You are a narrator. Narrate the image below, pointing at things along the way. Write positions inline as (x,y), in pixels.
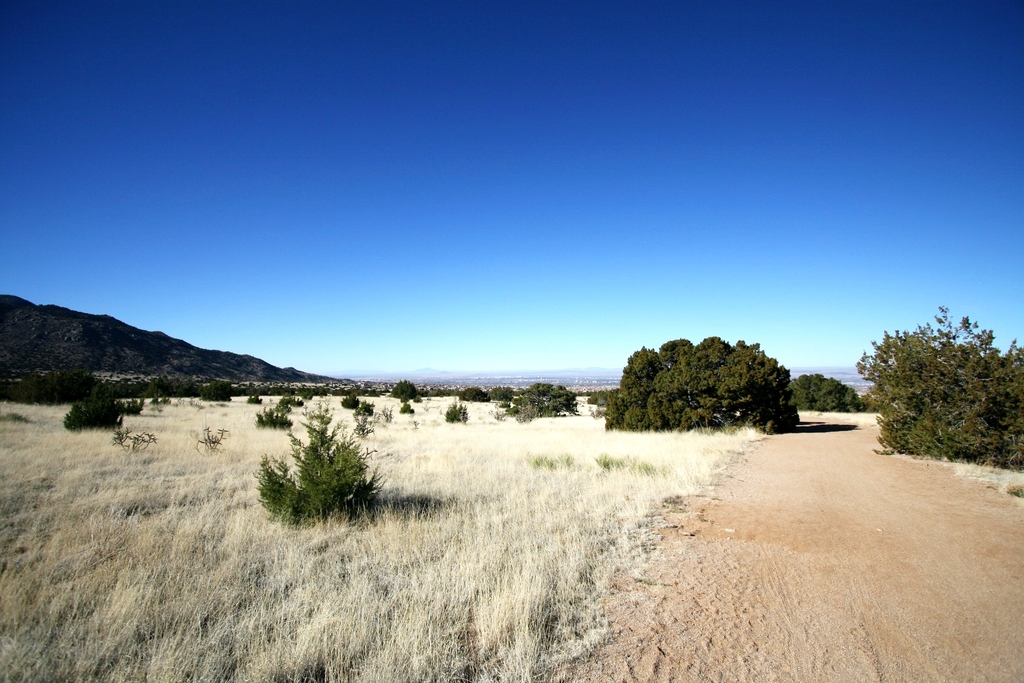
In this image I can see the ground (801,568), some grass (433,576) and few plants (328,503) which are green in color. In the background (168,352) I can see few mountains (223,359) and the sky (579,237).
